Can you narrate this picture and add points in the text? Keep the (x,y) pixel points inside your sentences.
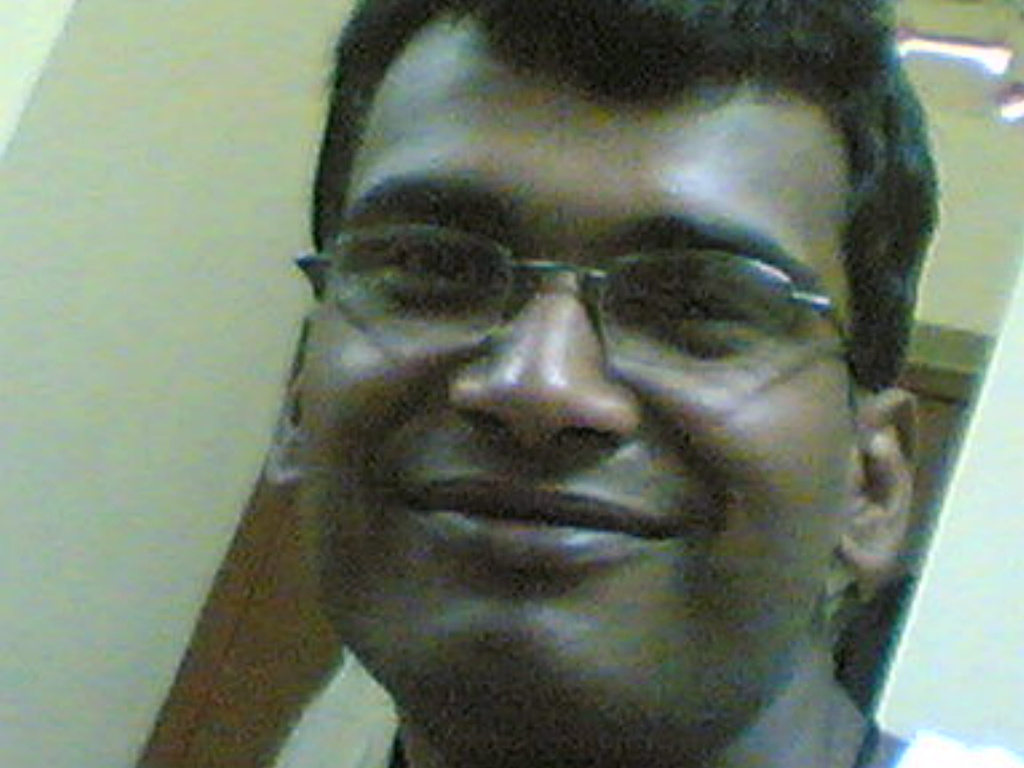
In this picture I can see a man (461,314) smiling with spectacles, and there is blur background (1020,140).
